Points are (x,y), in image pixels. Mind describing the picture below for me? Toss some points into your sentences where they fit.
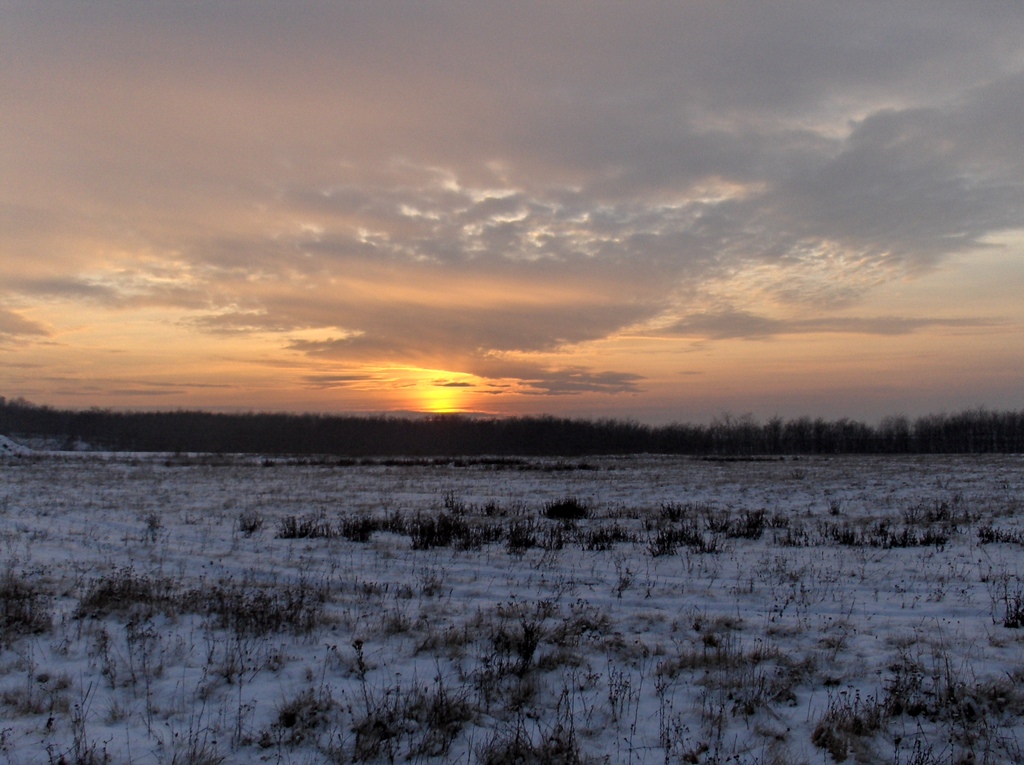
In this image we can see a sun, here is the sky (514,178), here are the trees (523,447), here is the ice (393,590).
